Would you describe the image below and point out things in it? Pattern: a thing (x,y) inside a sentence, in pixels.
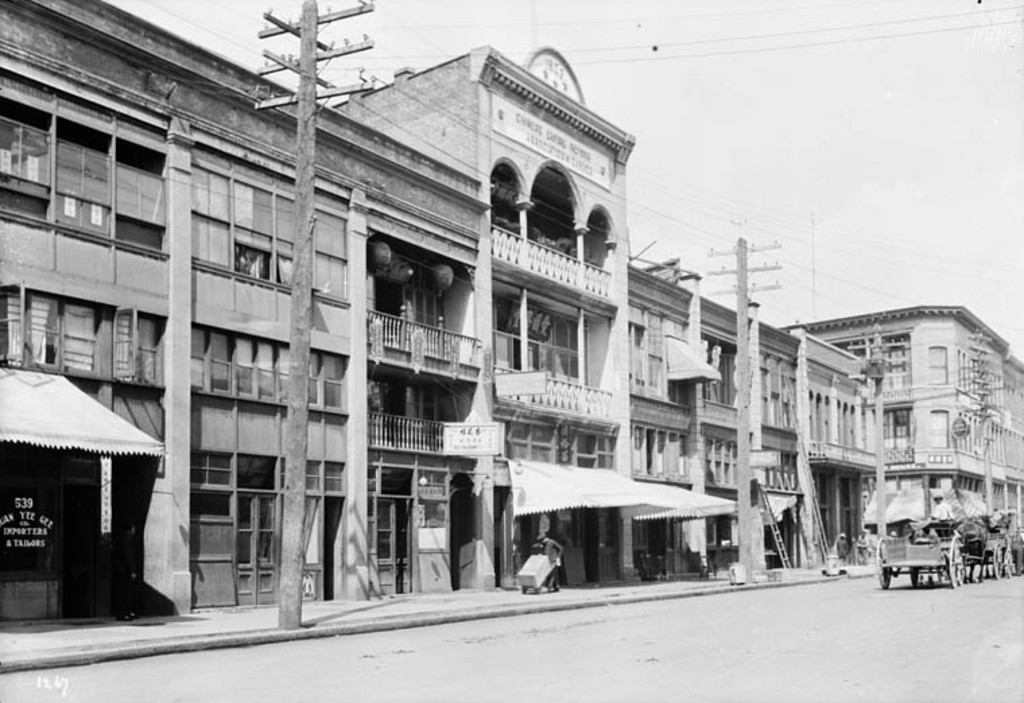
In this image we can see few buildings (902,414), current poles (879,428) with wires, a person (557,566) holding an object (530,584), few carts (908,540) on the road (833,633), a shed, board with text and the sky (651,100) in the background (670,71).
